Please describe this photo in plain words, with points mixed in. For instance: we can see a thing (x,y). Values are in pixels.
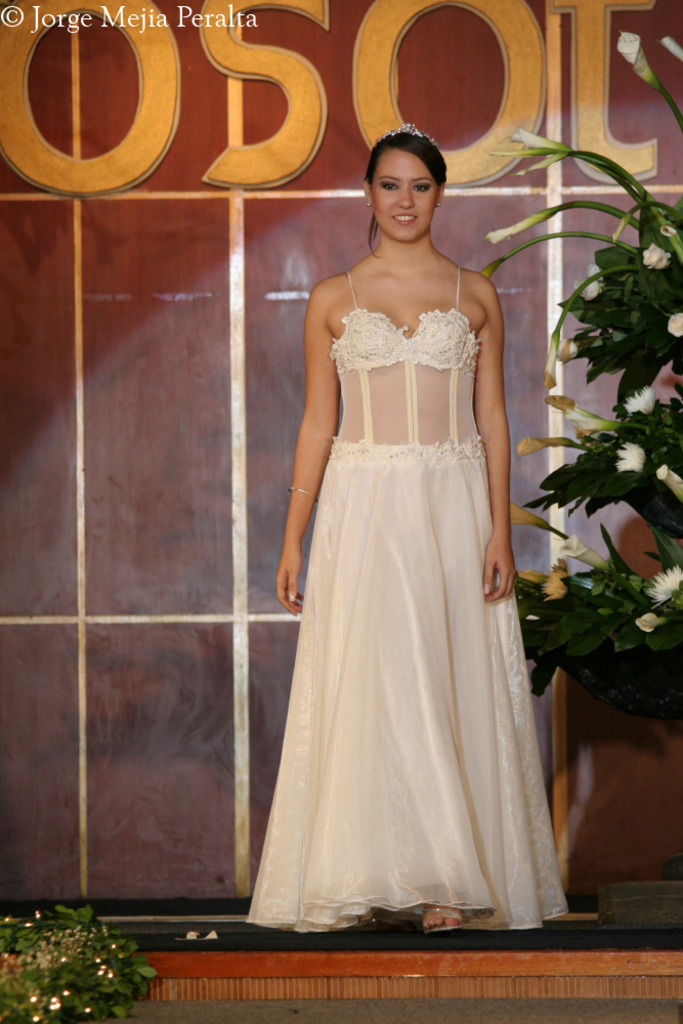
In this image we can see a woman (318,673) standing on the floor (451,946). We can also see some plants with flowers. On the backside (522,370) we can see a wall (175,403) and some text (142,112) on it.
